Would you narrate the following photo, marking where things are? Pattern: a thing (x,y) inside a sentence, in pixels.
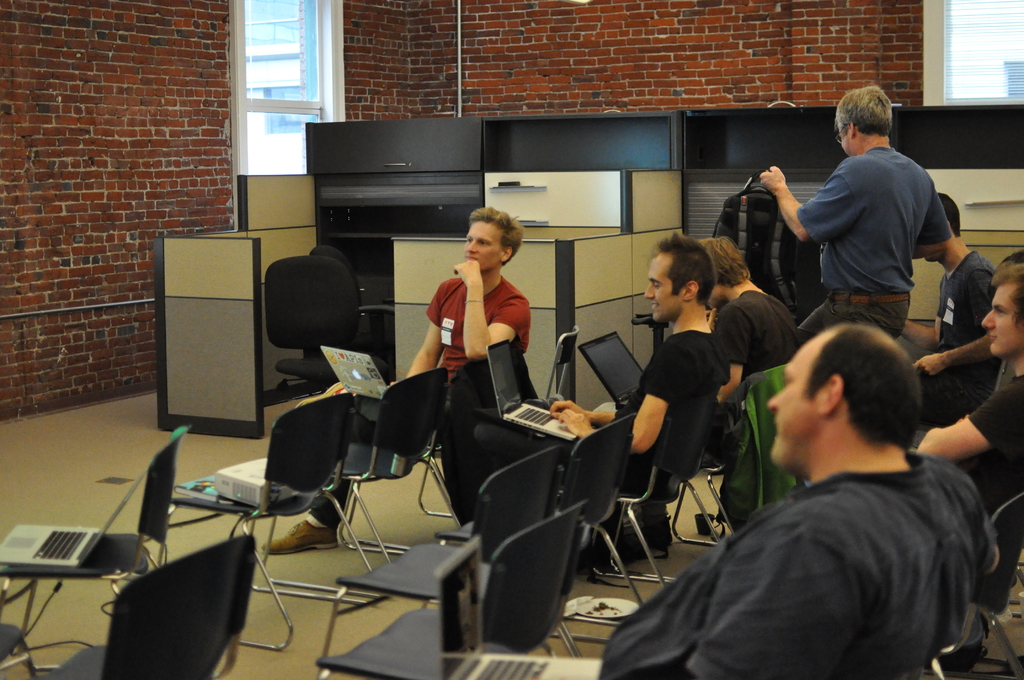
In the picture there are few people (485,356) sitting on chairs (621,482). They some are holding laptops (379,379) in the hand (570,418). There is a man (808,220) standing and holding a backpack (758,224) in his hand (782,193). Behind them there are cabins (582,243) and racks (394,202). On one of the chair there is a projector (246,481). In the background (76,89) there is wall (85,139) of red bricks (91,166) and glass windows (295,81).
